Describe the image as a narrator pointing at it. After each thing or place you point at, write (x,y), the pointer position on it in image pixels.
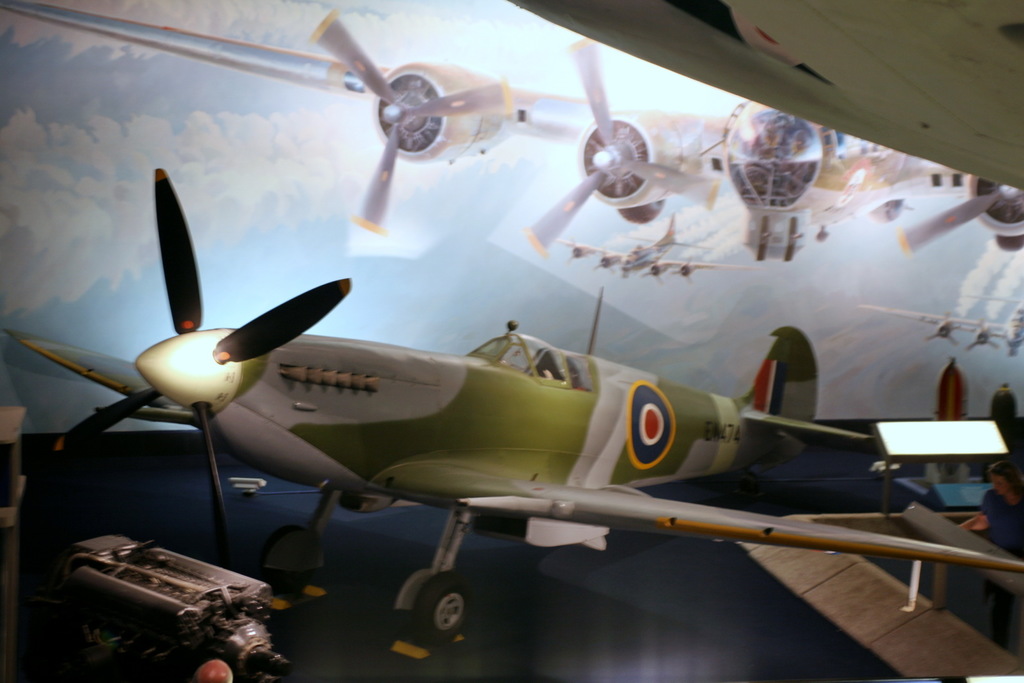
In the picture we can see an aircraft (578,418) on the floor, the aircraft (607,504) is green in color with some white color paintings (604,420) on it and placed on the floor (52,682), which is blue in color and beside it, we can see a person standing near the railing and behind the aircraft (620,415) we can see a wall (632,340) with a painting (525,169) on some aircraft (924,175) flying.
